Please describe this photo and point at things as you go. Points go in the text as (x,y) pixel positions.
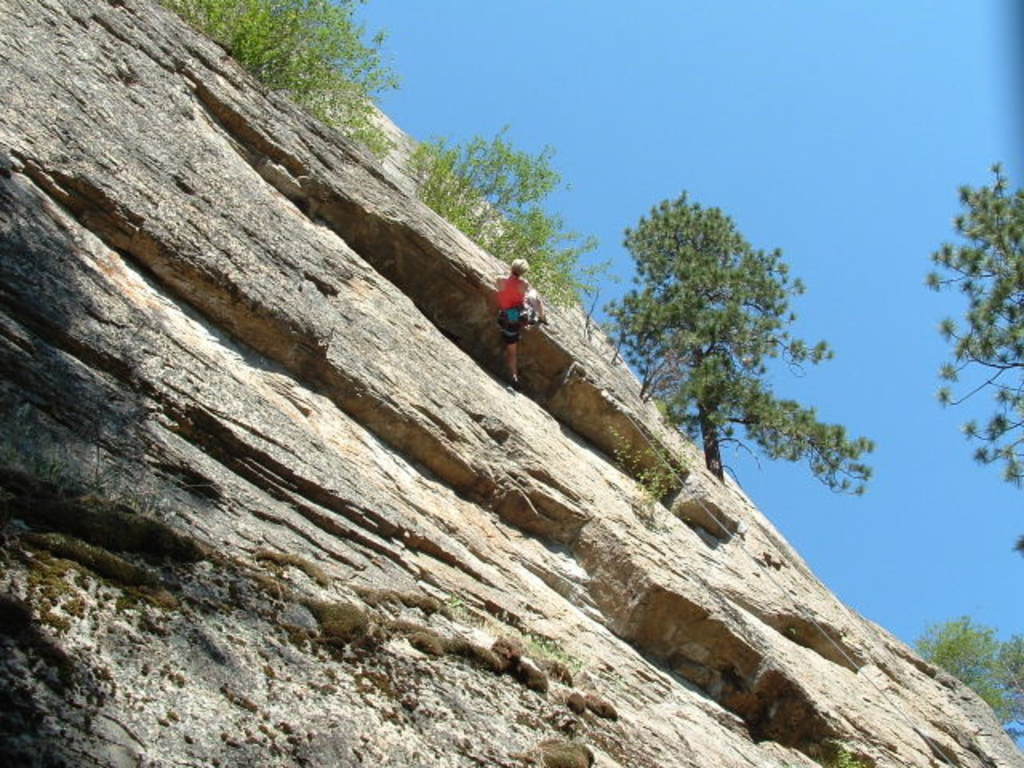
Here we can see a person (508,323) climbing a mountain (507,376) and this is a rope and we can see trees (655,276) and this is a sky (916,576).
